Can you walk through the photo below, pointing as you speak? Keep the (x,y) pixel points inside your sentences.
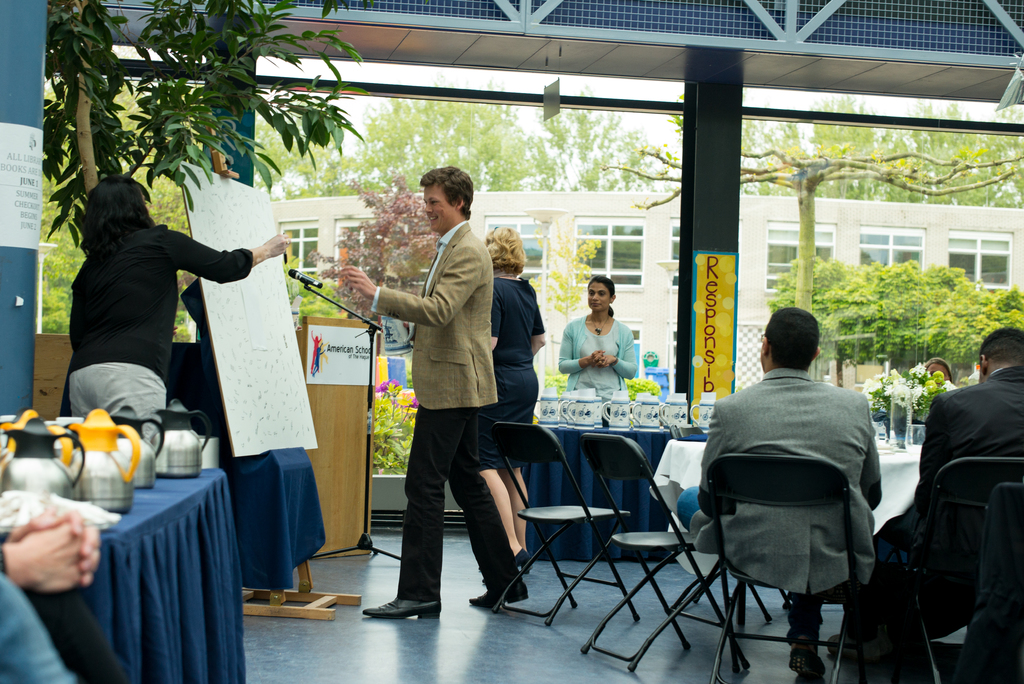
There is a woman (158,301) and man (426,371) standing at the board (271,346), behind it there is a table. On the left (163,546) there is a table (156,515) and kettles (80,483) are over it and two women (588,331) are standing at the table (582,456) and two men (860,517) are sitting on the chair (823,480). In the background (799,236) there is a building (636,214), trees (427,131), window (618,248) and sky (643,127).
